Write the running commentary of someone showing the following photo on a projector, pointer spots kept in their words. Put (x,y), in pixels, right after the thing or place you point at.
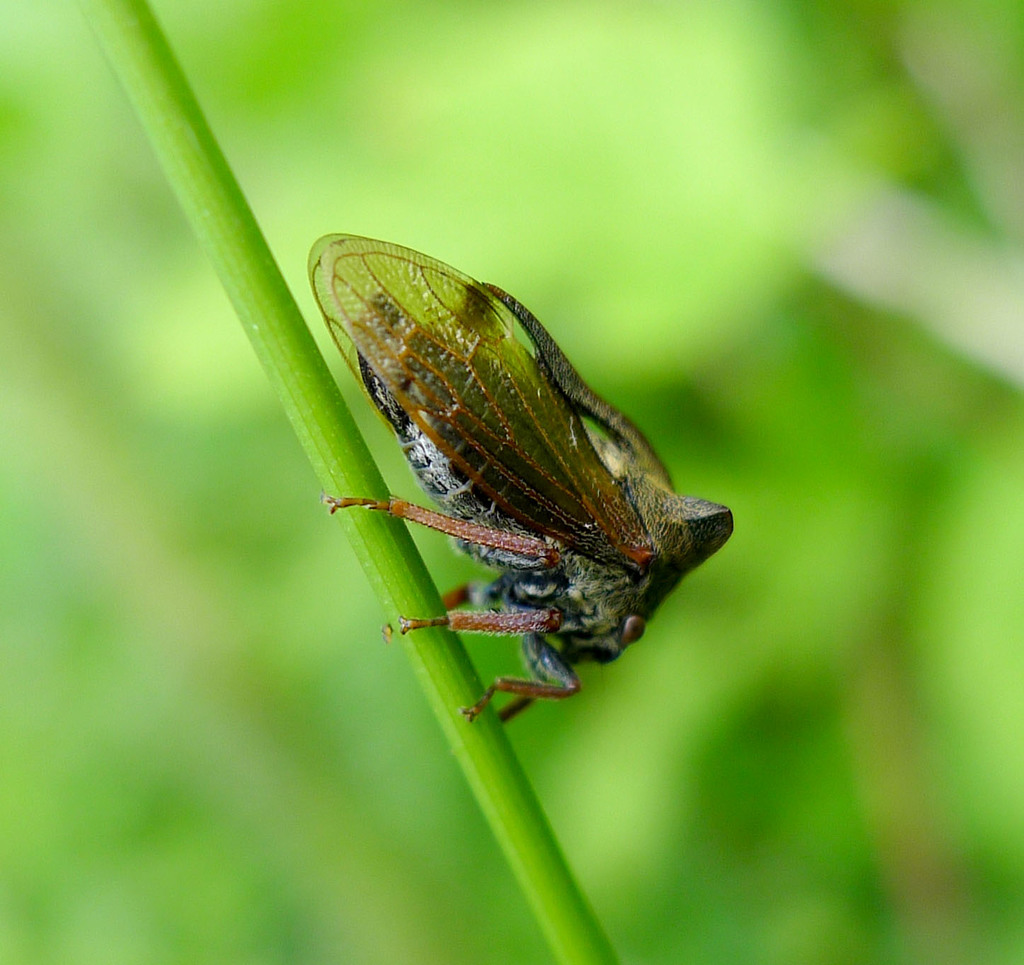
In this image, we can see an insect (453,531) on an object (381,526). We can also see the blurred background (13,791).
